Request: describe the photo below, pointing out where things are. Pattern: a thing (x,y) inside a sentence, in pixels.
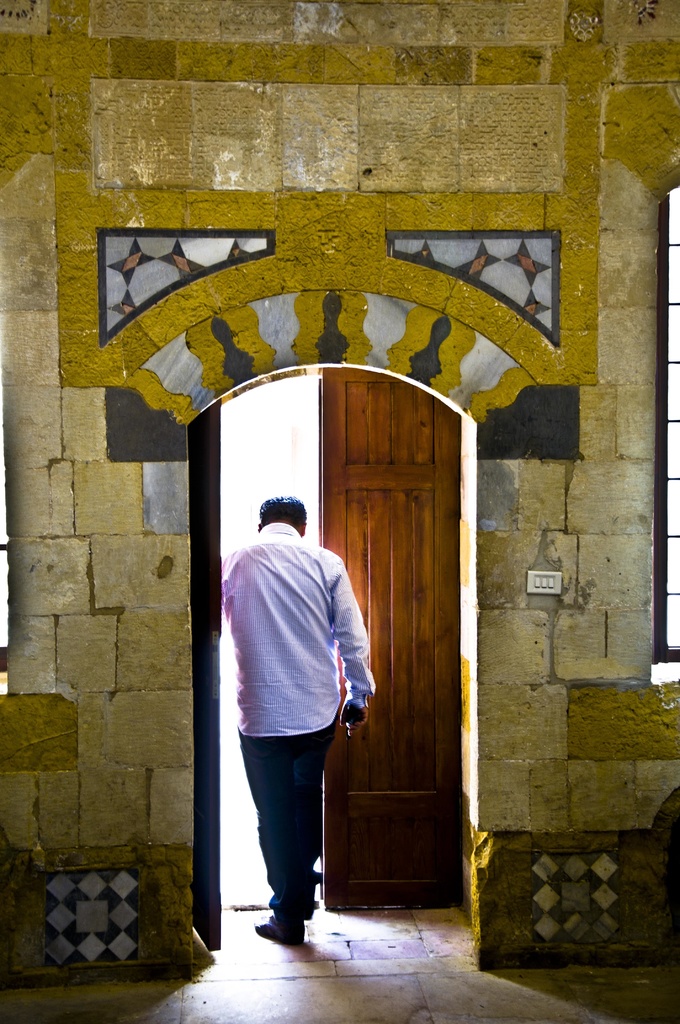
In this image I can see a person (326,714) walking. There is a door (405,664) and a wall (14,515). There is a switchboard (536,589) and a window (675,390) on the right (543,586).
